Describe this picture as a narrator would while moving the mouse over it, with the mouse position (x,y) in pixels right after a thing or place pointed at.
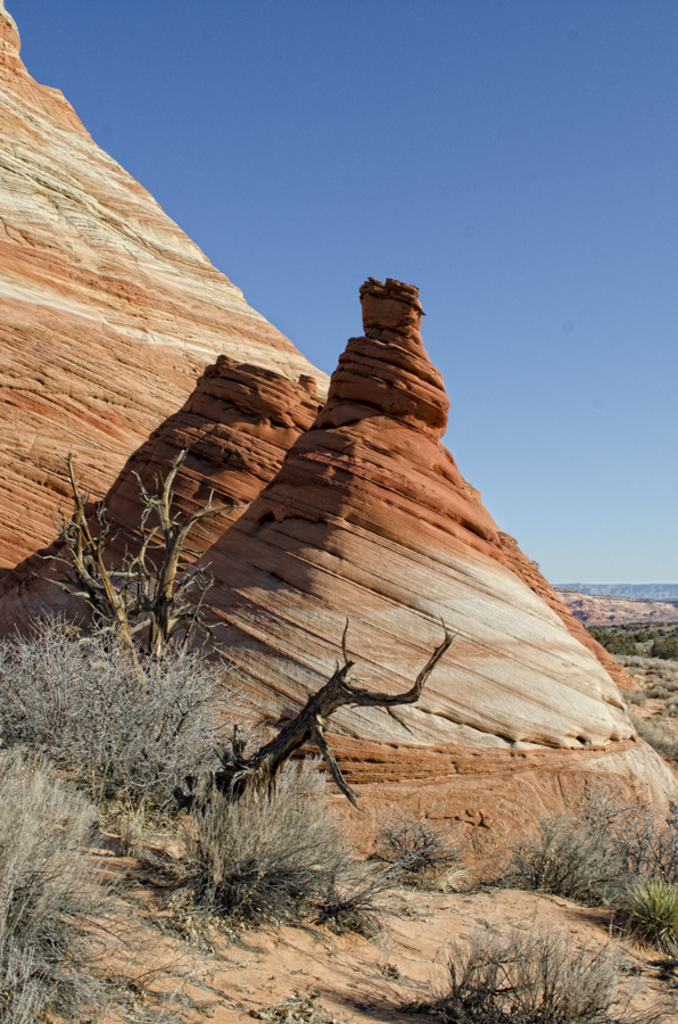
In the image we can some hills (131,361), on the hills (142,292) there are some trees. At the top of the image (136,37) there is sky (666,414).
